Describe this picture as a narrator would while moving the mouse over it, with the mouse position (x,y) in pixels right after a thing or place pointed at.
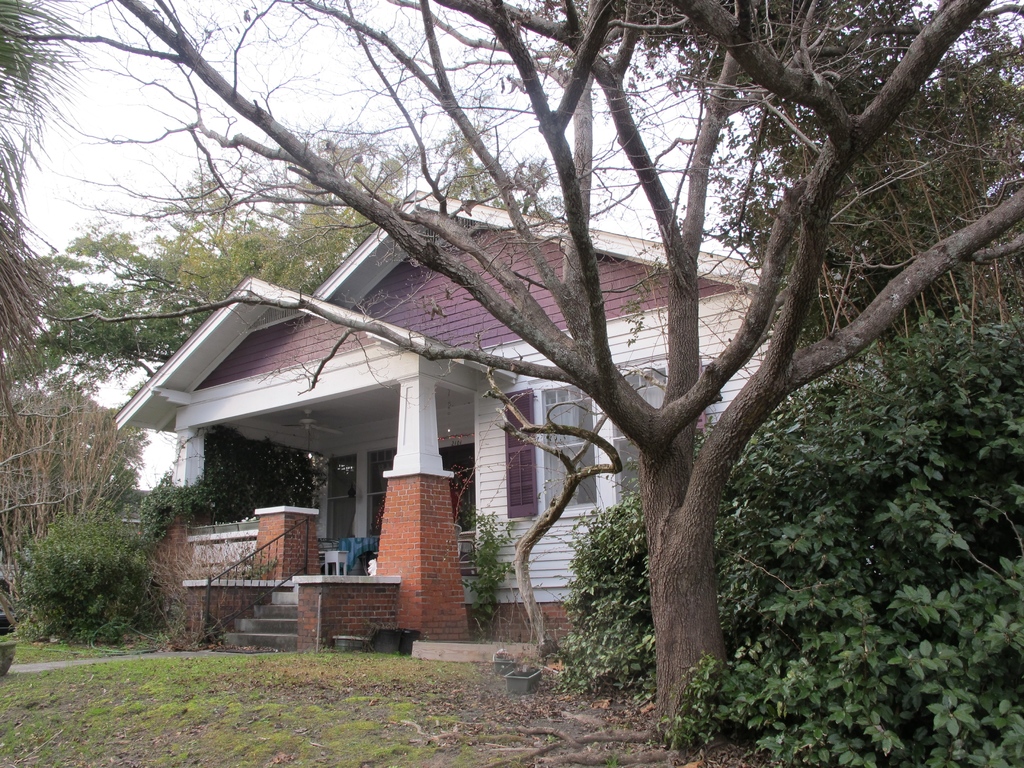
This is the picture of a building (705,355). In this image there is a building (428,391) and there is a handrail (308,551) beside the staircase (234,636). On the left (54,507) and on the right side of the image (942,395) there are trees (269,185). At the top (125,129) there is sky (137,119). At the bottom (276,752) there is grass (201,669).
